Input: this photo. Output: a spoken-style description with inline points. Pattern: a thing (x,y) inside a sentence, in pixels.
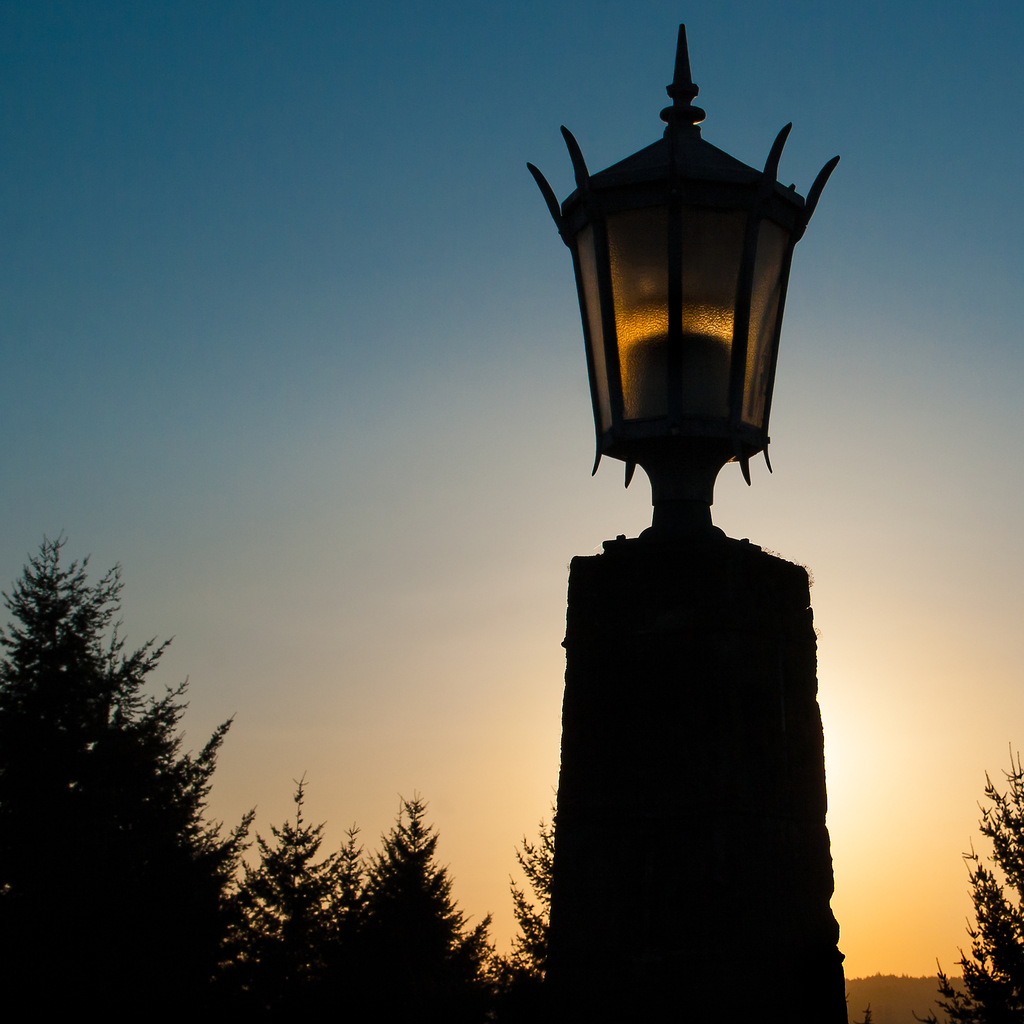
In the foreground of this image (670,369), there is a lamp (683,366) on a pole (686,918) and in the background (399,907), there are trees (944,964) and the sky (915,401).
